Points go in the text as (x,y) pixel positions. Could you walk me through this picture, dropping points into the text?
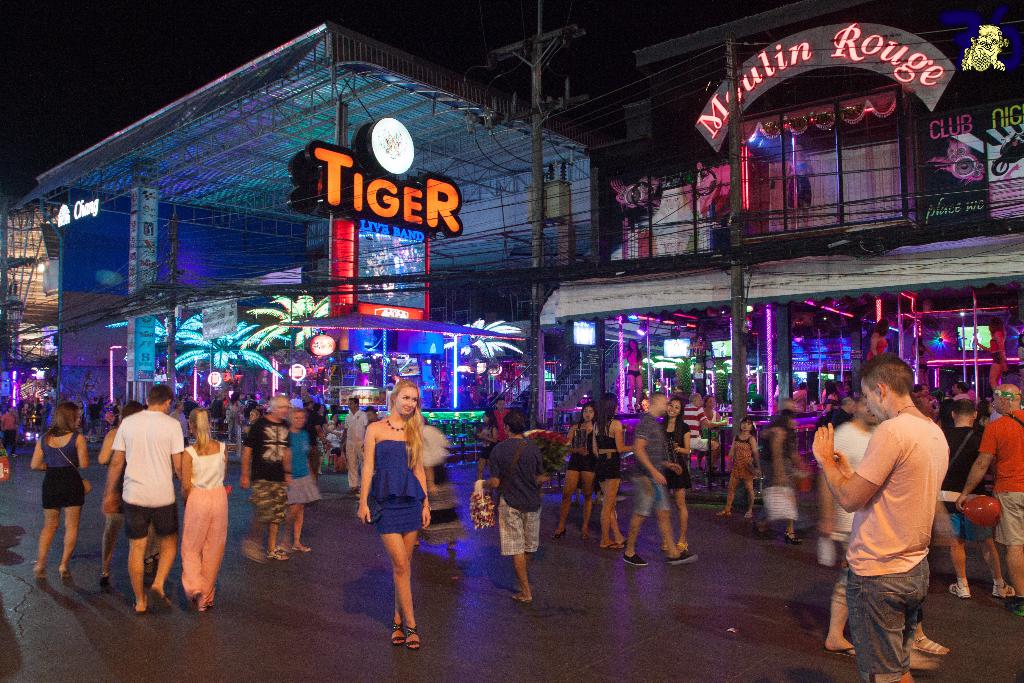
This picture describes about group of people (405,508), few are standing and few are walking, in the background (210,378) we can see few poles (4,244), cables (441,267), lights (475,413), hoardings (413,266) and buildings (558,159).
